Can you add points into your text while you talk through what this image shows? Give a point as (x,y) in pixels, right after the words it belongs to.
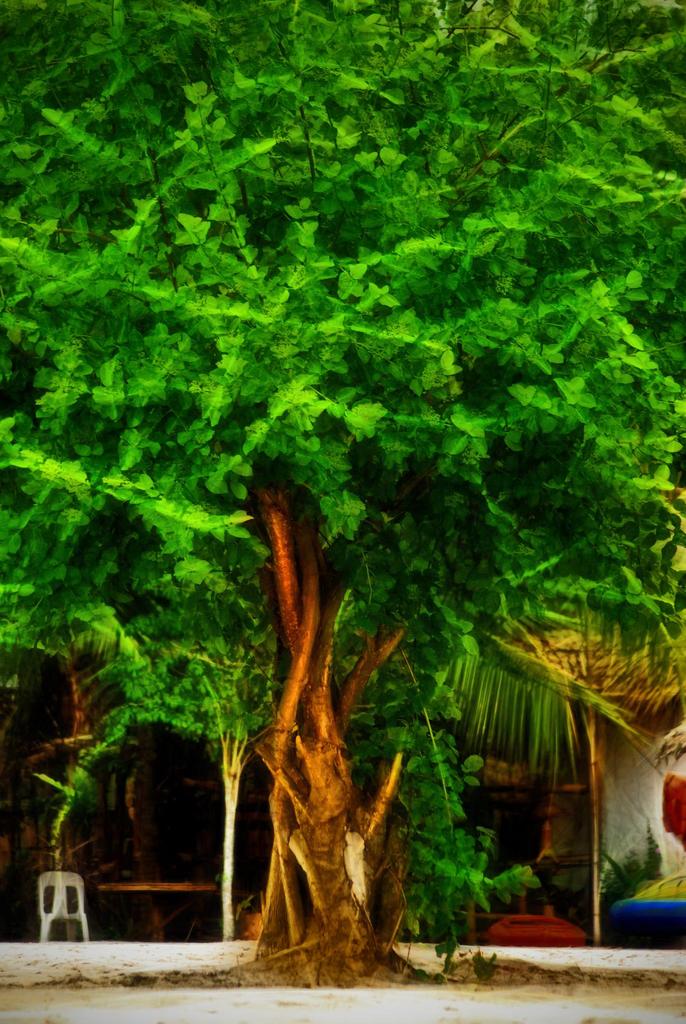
In this image I can see a tree (274,786) on the ground (183,1009). On the right side (644,798) there is a wall (628,768). On the left side (62,893) there is a chair (45,920).
